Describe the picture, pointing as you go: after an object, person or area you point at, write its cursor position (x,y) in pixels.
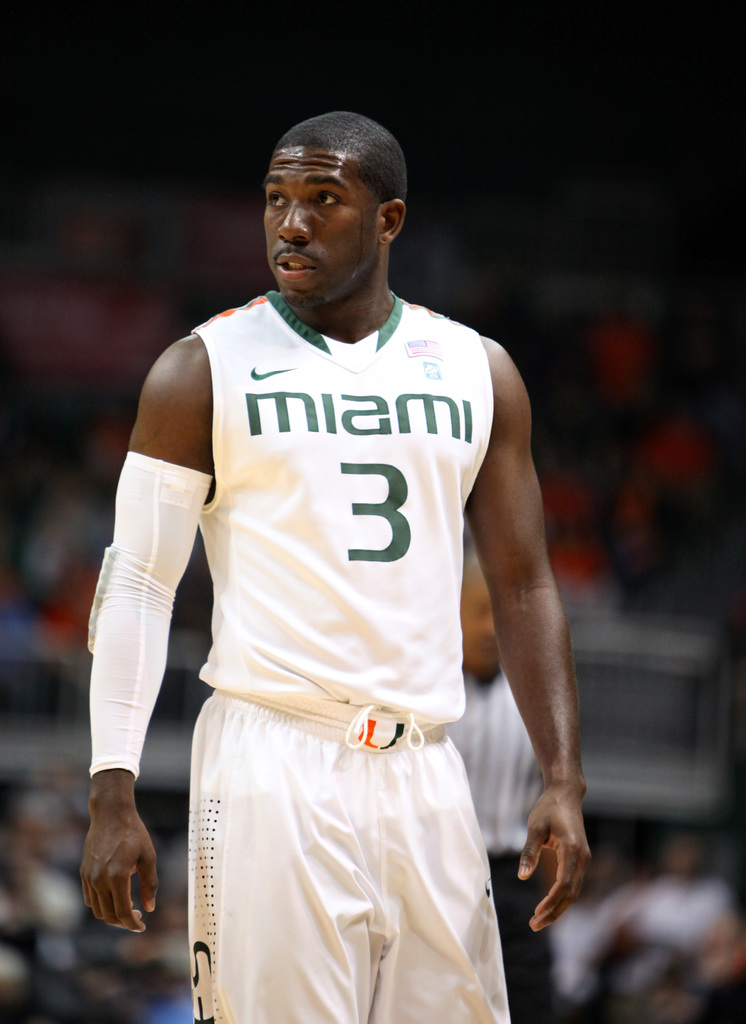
This is the man (335,737) standing. He wore a T-shirt (306,610), hand band (139,608) and trouser (331,827). I can see another person (492,759) standing. The background (186,119) looks blurry.
